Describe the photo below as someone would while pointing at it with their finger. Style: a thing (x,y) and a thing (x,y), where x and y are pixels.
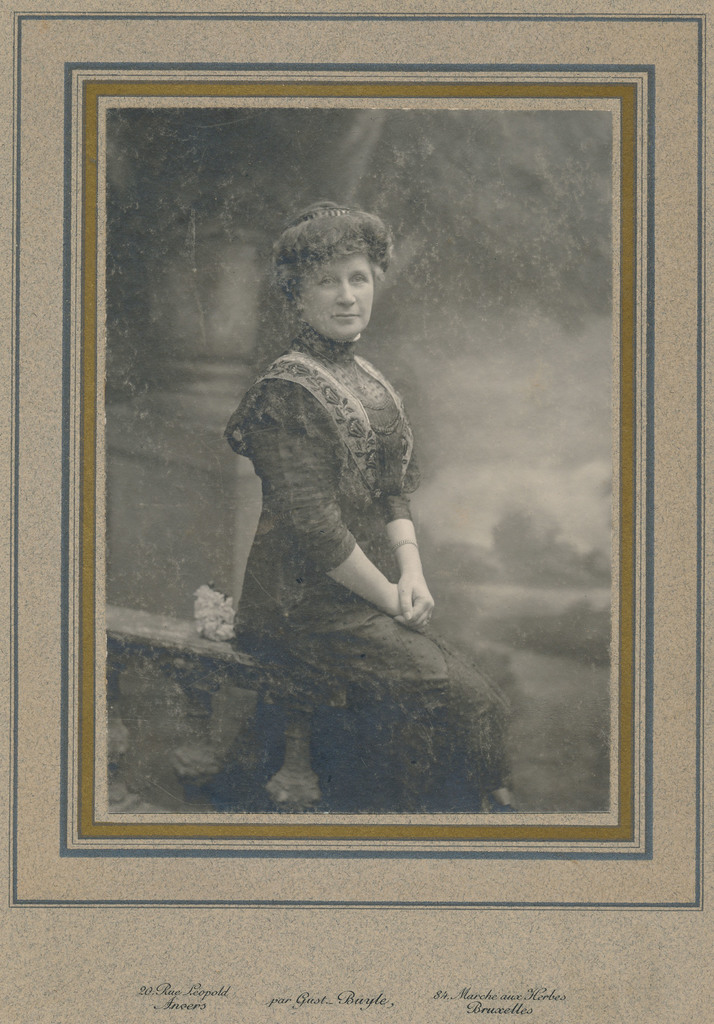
This is a frame (235,81). On the frame (365,413) a lady (367,469) is sitting on something. At the bottom of the image (306,1002) something is written.
